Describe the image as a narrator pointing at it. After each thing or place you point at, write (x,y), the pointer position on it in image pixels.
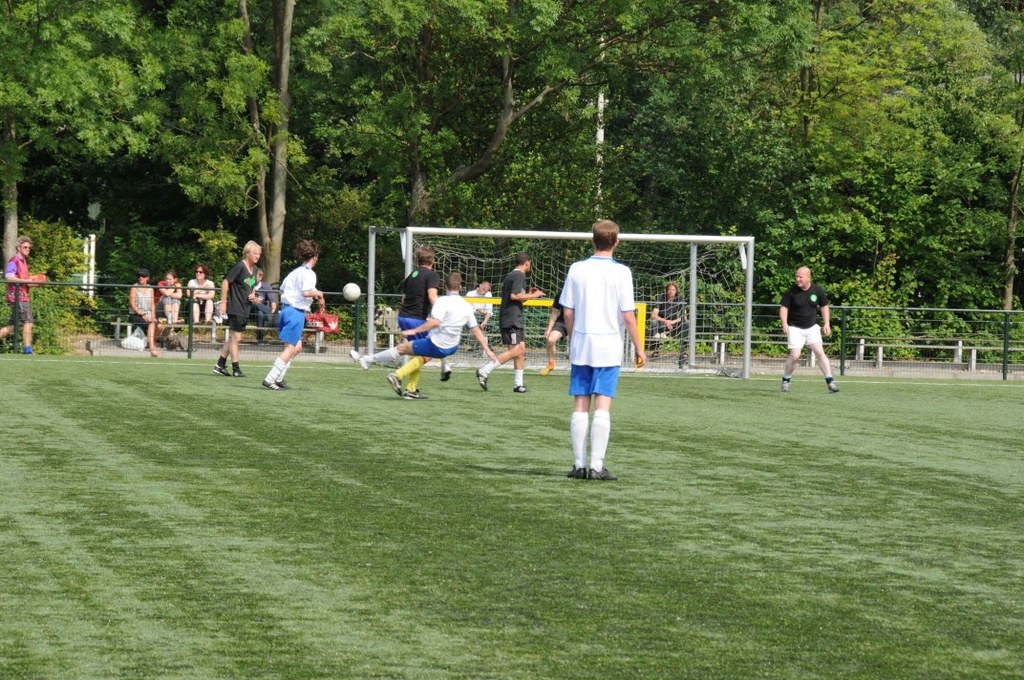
In the image we can see there are many people (515,322) around standing, running and walking. They are wearing clothes (610,395), shoes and socks (593,453). Here we can see a ball (357,294), net court (478,244), grass (335,525), poles (94,254) and trees (334,130).
